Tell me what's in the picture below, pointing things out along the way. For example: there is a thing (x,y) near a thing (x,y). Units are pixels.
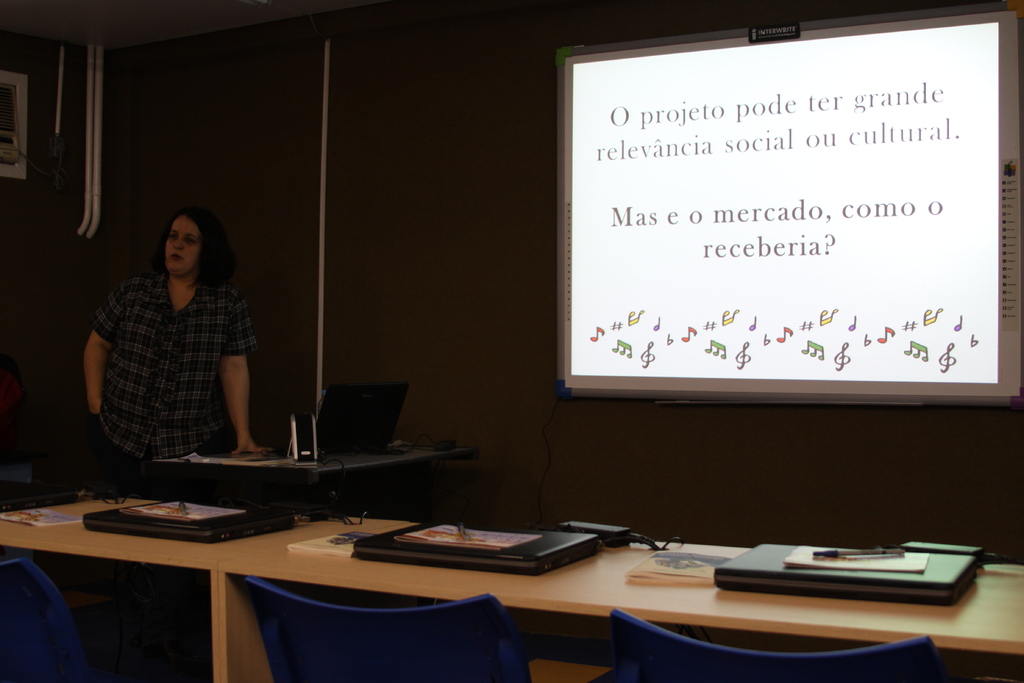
This image is clicked in a room (616,459) where it has screen (707,178) on the right side (860,271), table (914,606) in the bottom (1009,626) and chairs (318,674) near that table (244,568). There are laptops (825,570), books (658,560), pens (859,552) on that table (749,620). There is a person (190,279) standing on the left side (239,380). There is a speaker (298,452) on the table (284,463).
